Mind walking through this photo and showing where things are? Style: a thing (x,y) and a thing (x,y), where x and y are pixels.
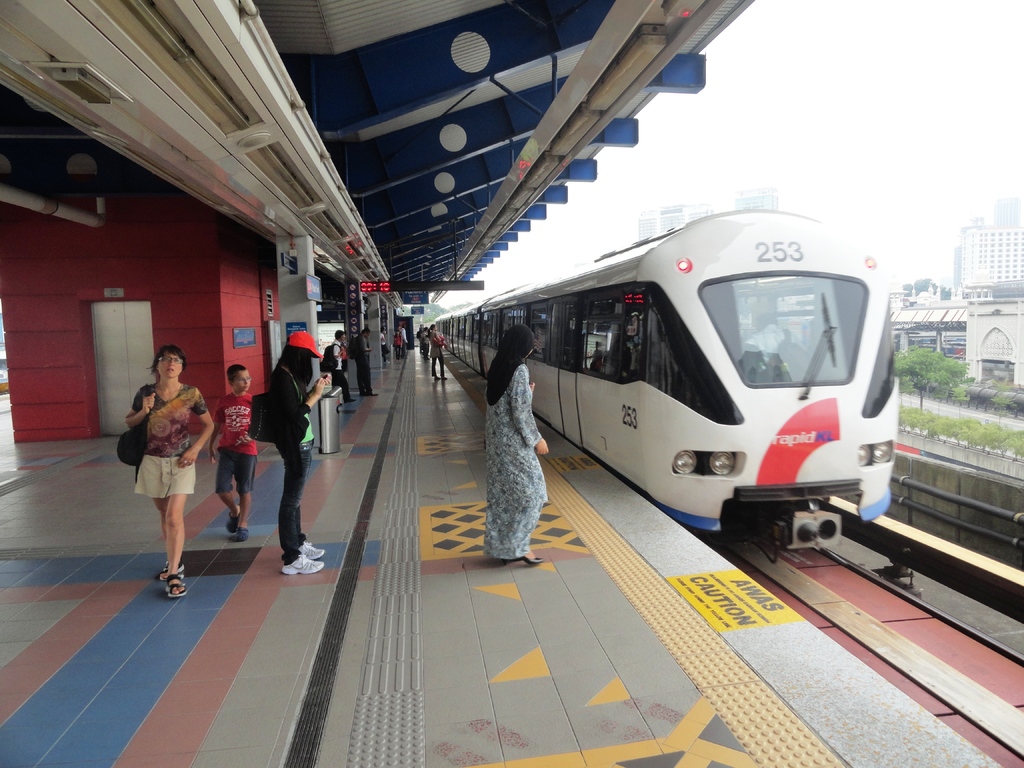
In this picture I can see the platform (60,757) in front, on which there are lots of people (365,381) standing and I can see a train (561,282) on the right side of this picture (828,373) and I see something is written on it. In the background (1015,356) I can see number of buildings (1020,260), few trees (935,365) and plants (1009,453). In the left side of this picture (254,330) I can see a lift (140,307) and a screen (362,286) and on the platform (600,571) I can see few words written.
